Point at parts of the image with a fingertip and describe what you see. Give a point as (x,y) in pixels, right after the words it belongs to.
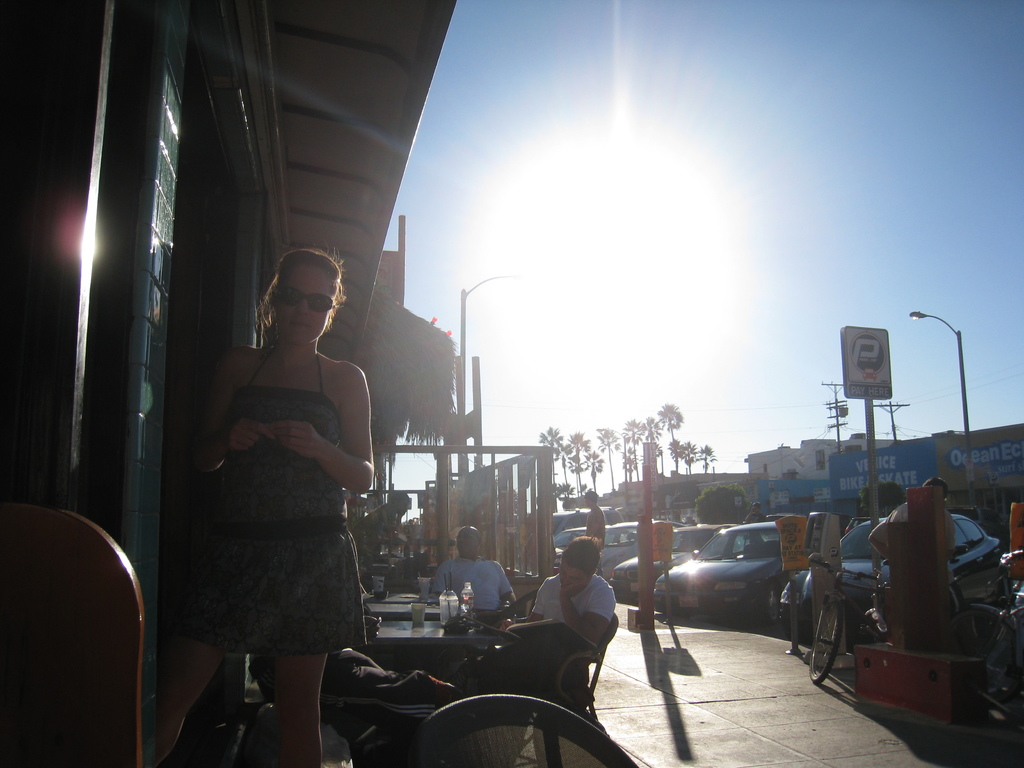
In this image we can see many vehicles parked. There are few people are sitting on the chairs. There are many stores (914,459) and advertising boards (900,469) in the image. There are many trees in the image. A lady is standing at the left side of the image (244,621).
